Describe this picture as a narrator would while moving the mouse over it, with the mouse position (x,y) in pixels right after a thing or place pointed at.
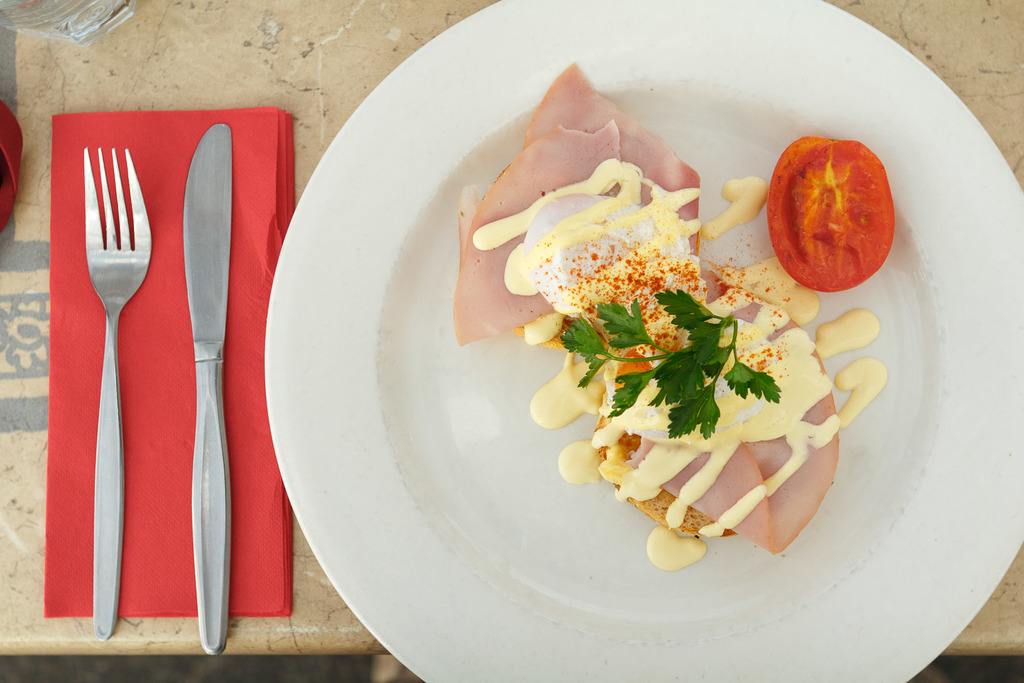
In this image we can see some food items (688,325) on the plate (369,285), there is a knife (217,275), and a fork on the cloth (97,372), which are on the table (373,9).
